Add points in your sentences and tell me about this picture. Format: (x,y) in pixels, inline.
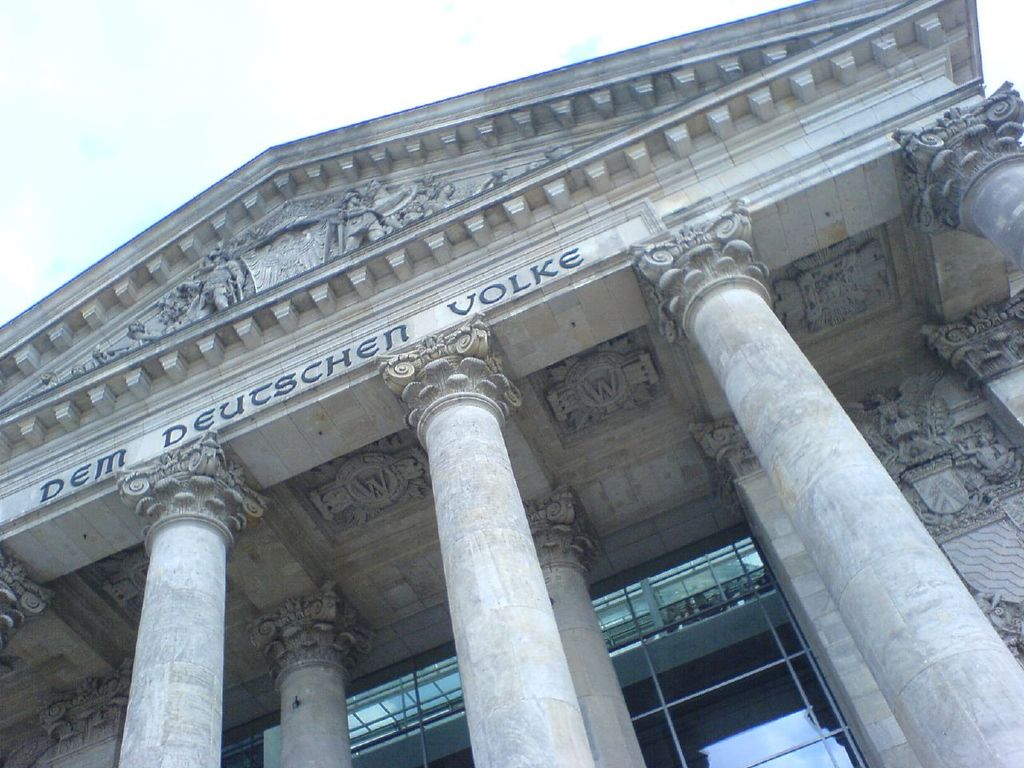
In this image, I can see a building (249,571) with the pillars (555,527) and glass doors (695,695). I can see the sculptures (408,465) and letters (117,469), which are carved on the building (778,399).
